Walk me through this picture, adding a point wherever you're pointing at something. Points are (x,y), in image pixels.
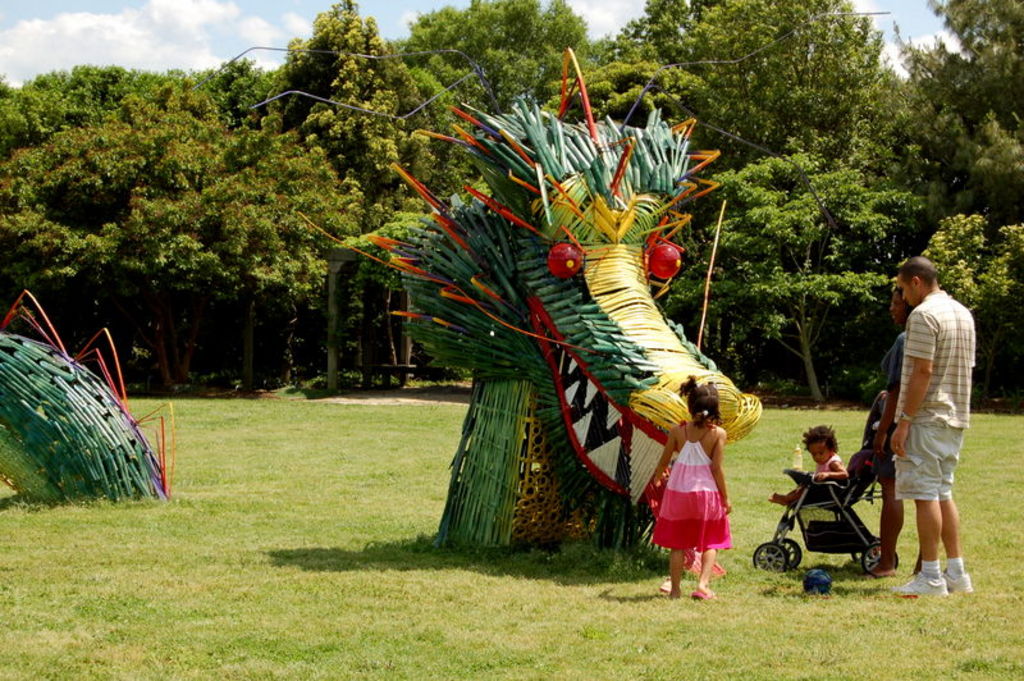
This picture is clicked outside. On the right (933,337) we can see the group of people (919,453) standing on the ground (801,578) and we can see a kid (822,465) sitting in the stroller (853,489) and we can see the ball (819,580) lying on the ground (456,422) and we can see the objects (572,382) which seems to be the carnival toys (589,509). In the background (131,18) we can see the sky (225,18) with the clouds (137,15) and we can see the trees (150,93) and the green grass (425,500).
